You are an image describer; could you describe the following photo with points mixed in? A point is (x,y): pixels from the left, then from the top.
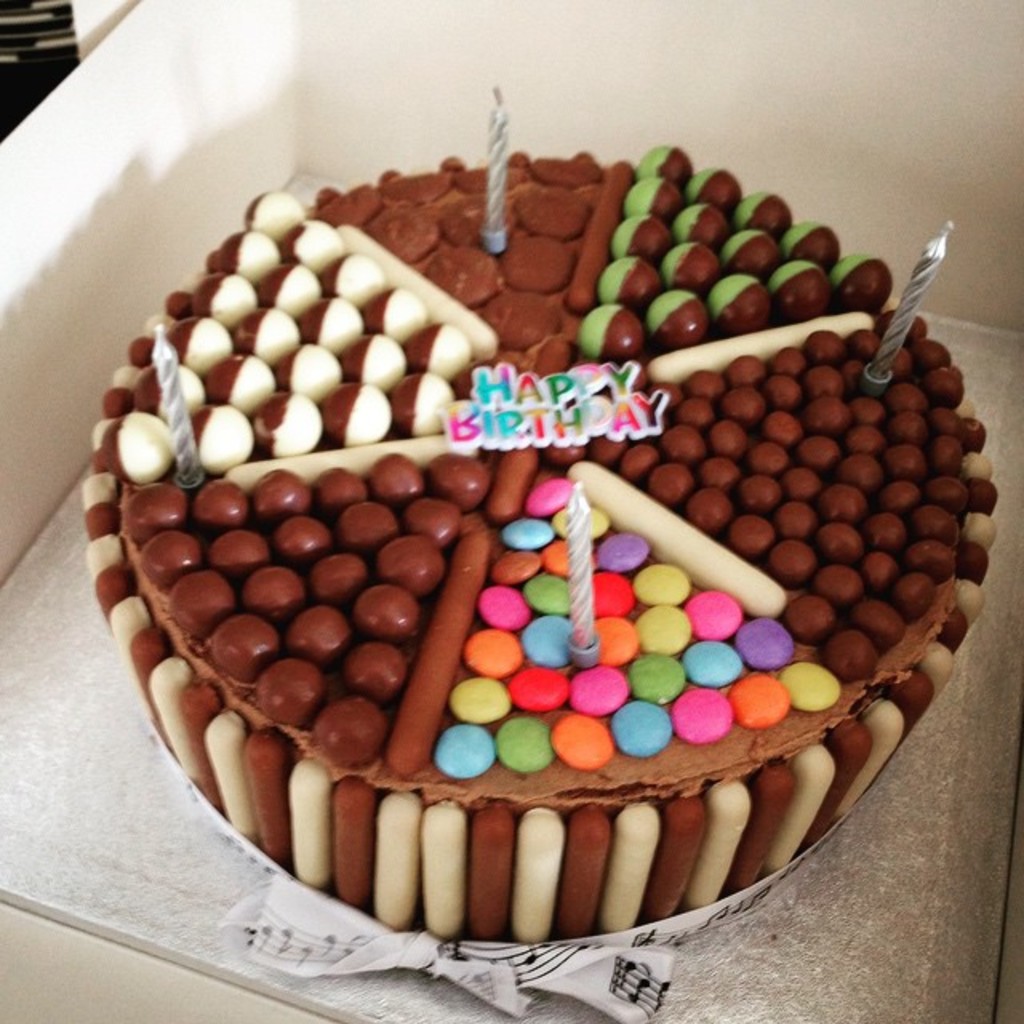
In front of the image there is a box (994,110). Inside the box (85,123) there is a cake (516,668) with candles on it.
